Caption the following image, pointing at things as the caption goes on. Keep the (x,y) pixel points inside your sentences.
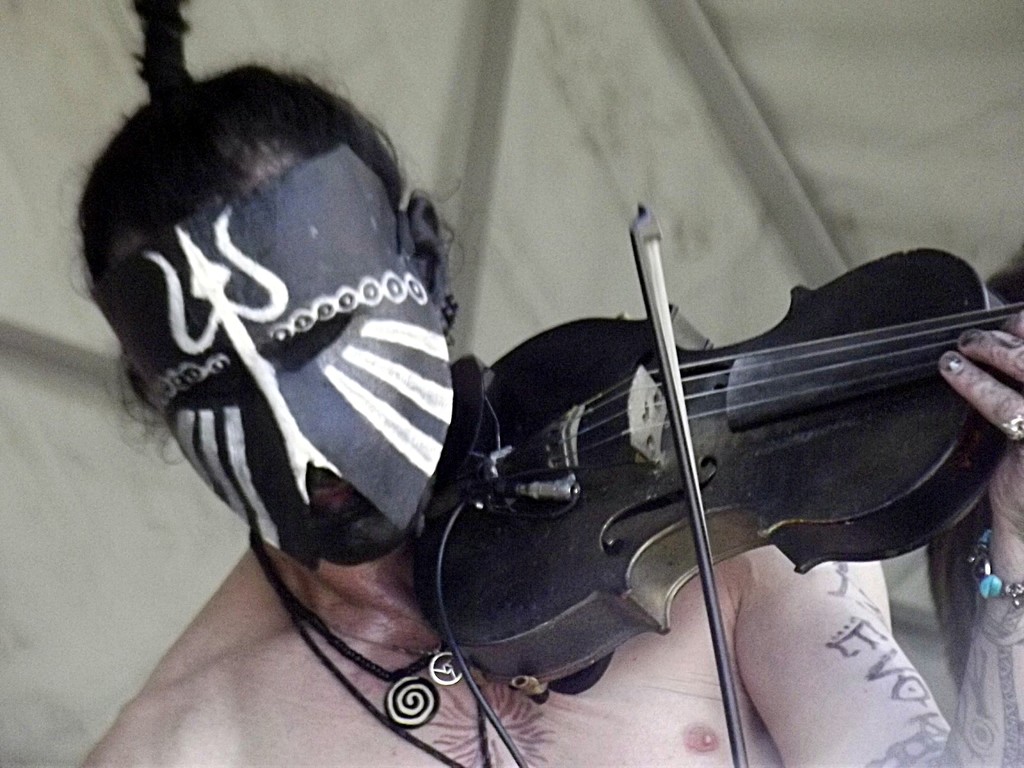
In this image, we can see a person (232,442) wearing a mask (351,348) and playing a musical instrument (670,467). In the background (543,192), we can see a curtain (524,204).
